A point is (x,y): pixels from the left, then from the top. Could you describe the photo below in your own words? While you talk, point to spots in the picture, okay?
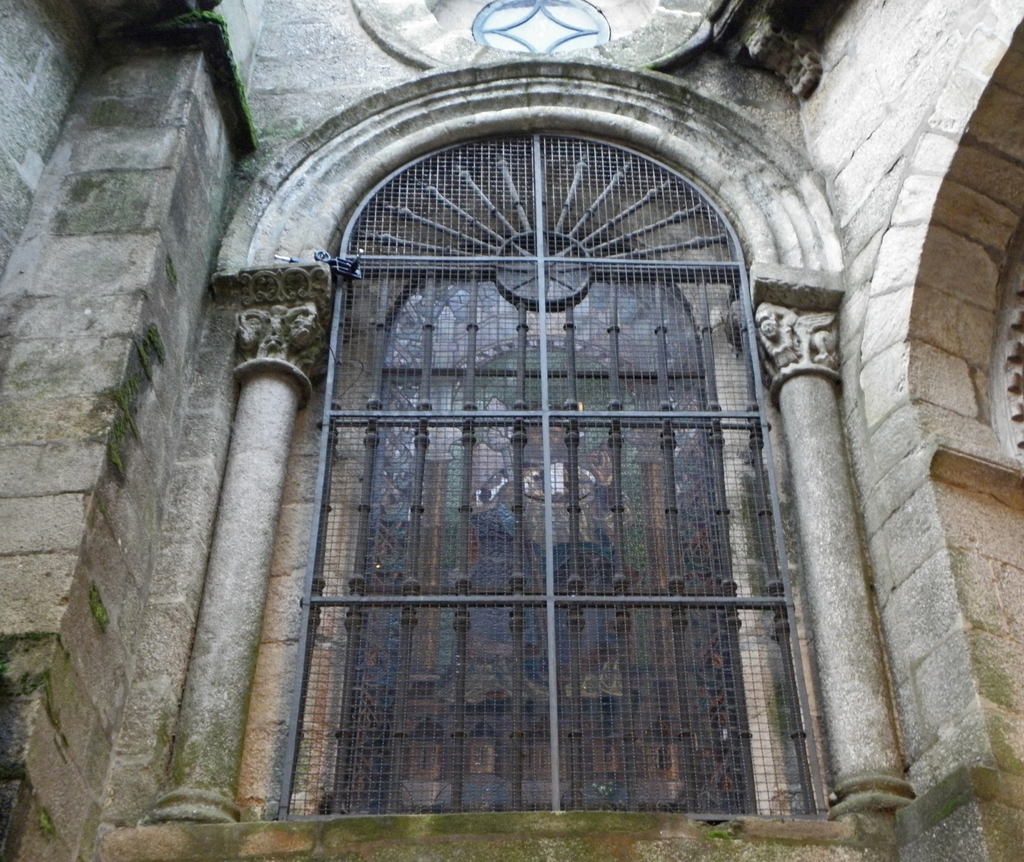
Here in this picture we can see a window (724,317) of a monumental building (956,414), which is covered with an iron gate (376,440) and door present over there.
